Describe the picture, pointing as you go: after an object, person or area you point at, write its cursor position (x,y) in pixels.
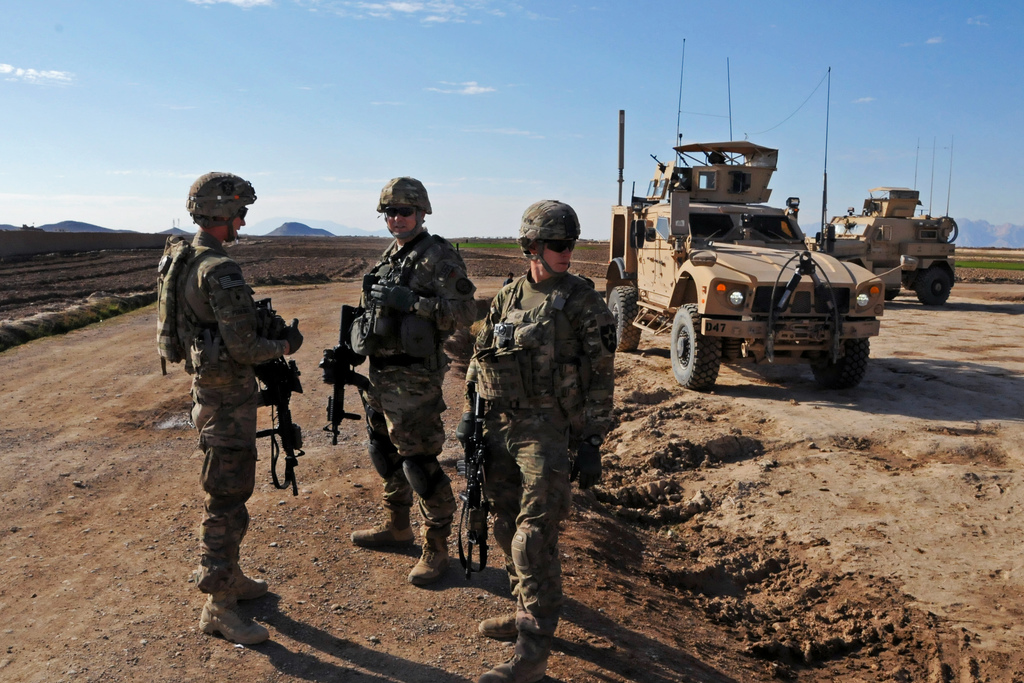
In this image, we can see persons (383,426) holding guns (295,444) and on the right (789,269), there are vehicle (794,254). In the background (93,228), we can see hills (71,223) and at the bottom (358,611), there is ground (321,624).
